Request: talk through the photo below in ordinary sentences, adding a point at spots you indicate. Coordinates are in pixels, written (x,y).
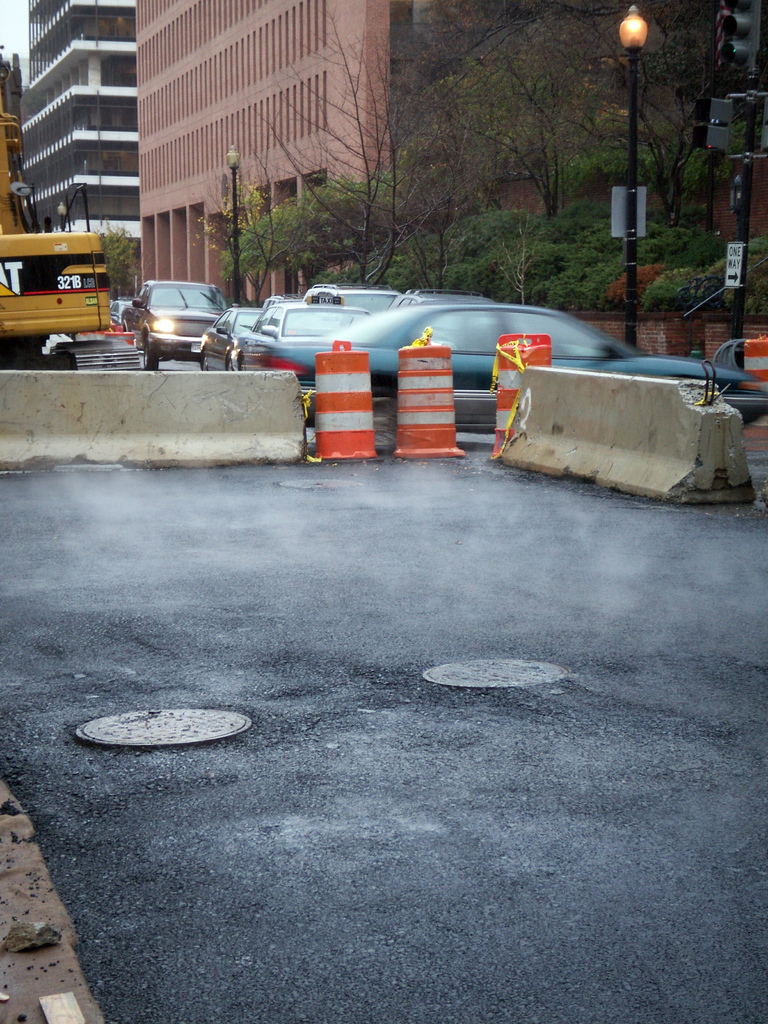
In this picture we can see some vehicles (37,263), there are traffic cones (515,400) in the middle (424,396), on the right side (741,56) we can see poles (709,211), traffic lights (731,108) and street lights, in the background (658,106) there are buildings (290,113) and trees (413,163).
